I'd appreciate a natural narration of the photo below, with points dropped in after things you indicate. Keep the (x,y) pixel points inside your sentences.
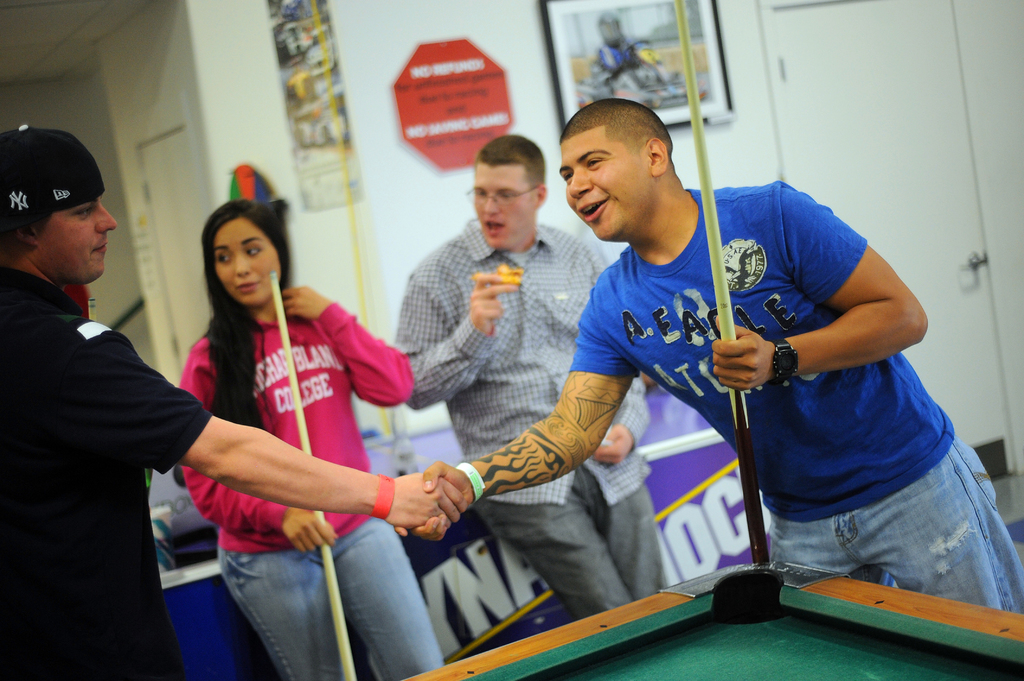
The picture is taken in a closed room (330,280) where four people (790,378) are present and at the right corner of the picture (863,392) one man (854,506) is wearing a blue t-shirt (848,442) and jeans (912,505) holding a stick (718,259) in front of the table (676,665) and behind them other person (505,291) wearing shirt (514,395) and holding something in his hand (480,304) behind him there is a big wall (404,236) with some photos (601,59) on it and one door (912,139) and another door (183,198) and in the left corner of the picture (90,530) one person (65,514) is wearing black t-shirt (101,502) and a cap (36,214), beside him there is a woman (228,403) wearing pink t-shirt (322,422) and blue jeans (380,597) behind them there is another table (462,594).
